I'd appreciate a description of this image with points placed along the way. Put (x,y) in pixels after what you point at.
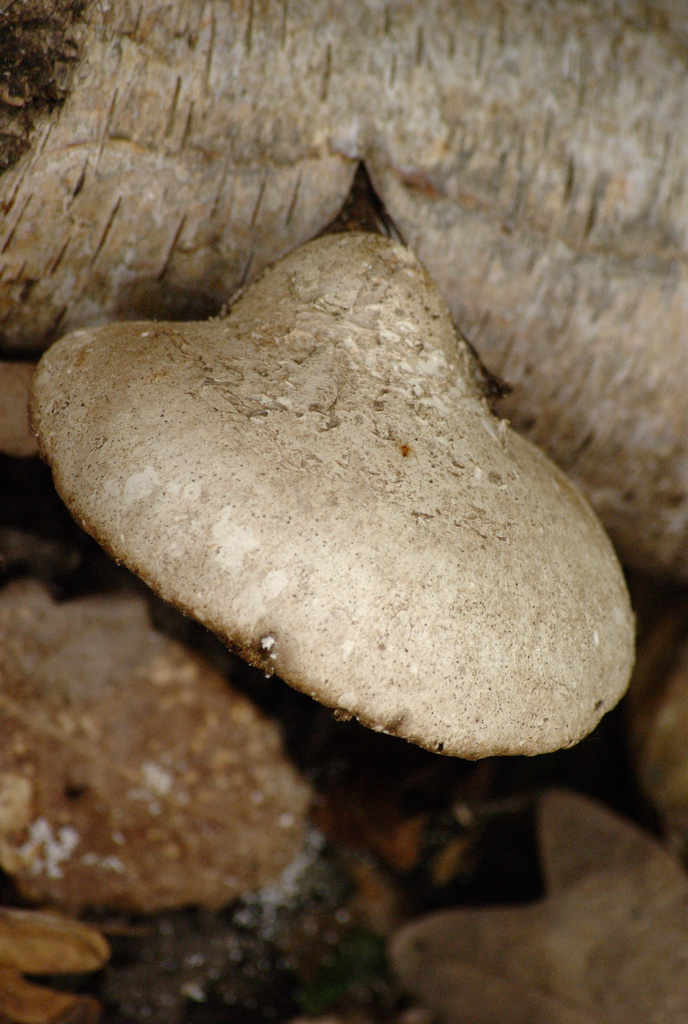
This is a zoomed in picture. In the center (359,601) we can see an object (375,430) seems to be a fungus (434,629).
